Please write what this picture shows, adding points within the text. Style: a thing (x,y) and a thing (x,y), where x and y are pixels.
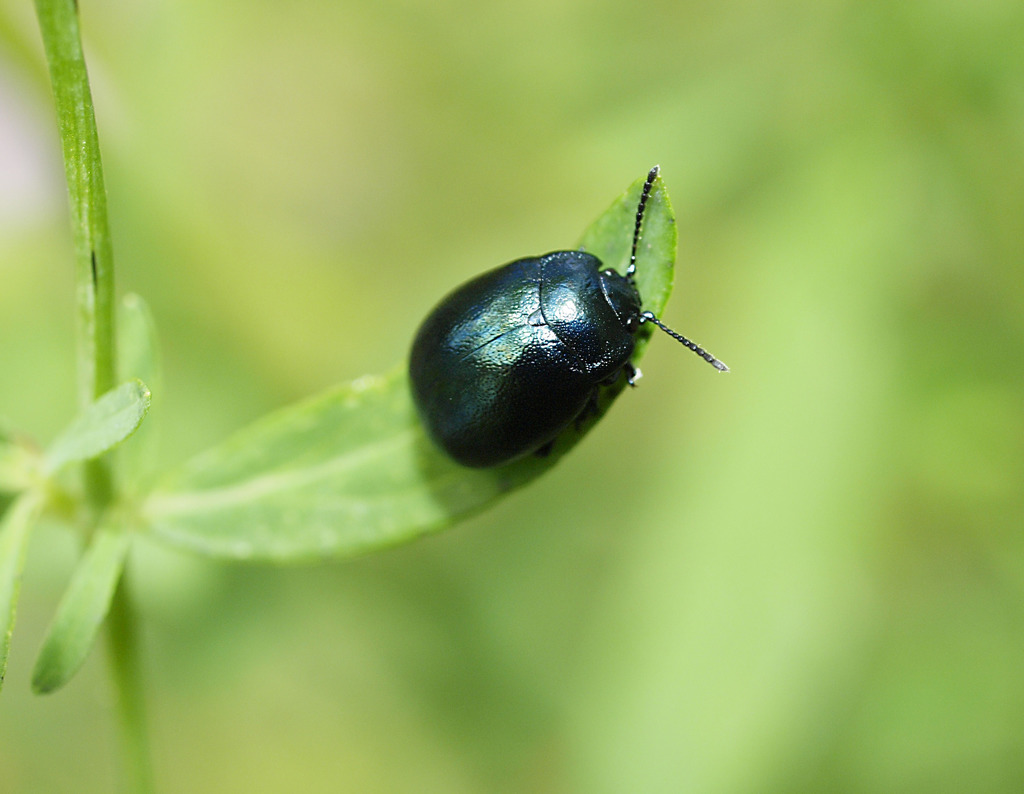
In this image I can see a black color insect (493,400) on a leaf (252,466) of a plant (94,403). The background (726,689) is blurred.
